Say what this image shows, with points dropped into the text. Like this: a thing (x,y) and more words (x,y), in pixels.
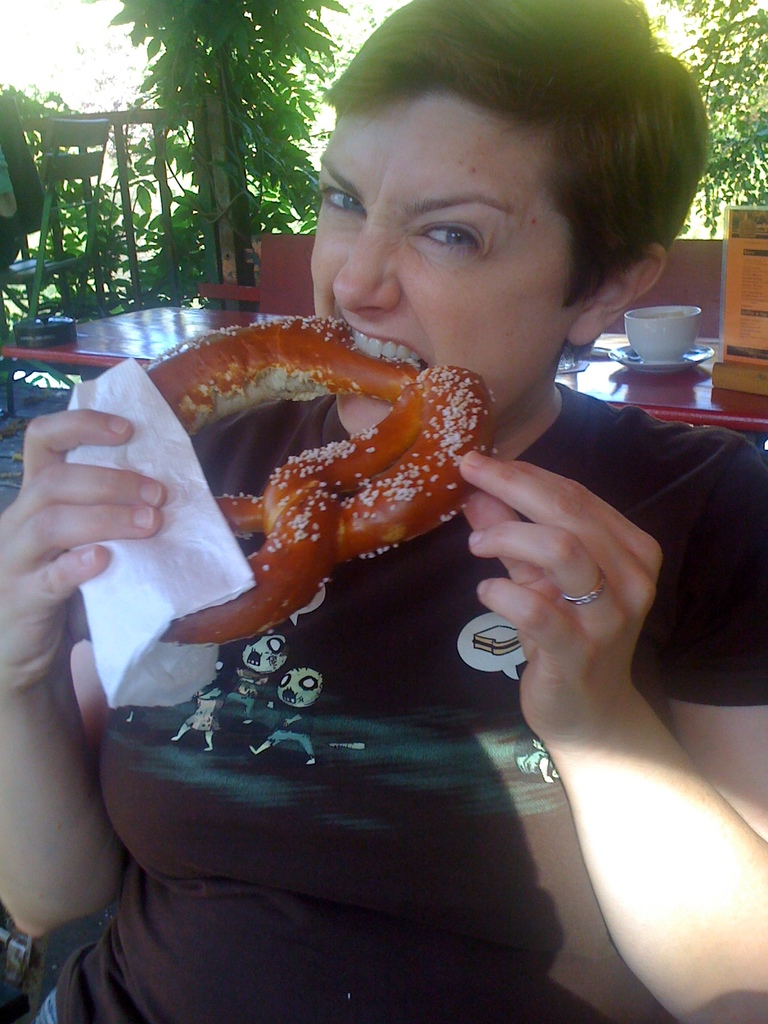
In the given image we can see a women (214,690), she is having a food item (220,507) in her hand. Back of her there is a table (124,340) on the table (704,385) we can see a teacup (662,355). There is a chair (41,278) and a plant (158,80).
